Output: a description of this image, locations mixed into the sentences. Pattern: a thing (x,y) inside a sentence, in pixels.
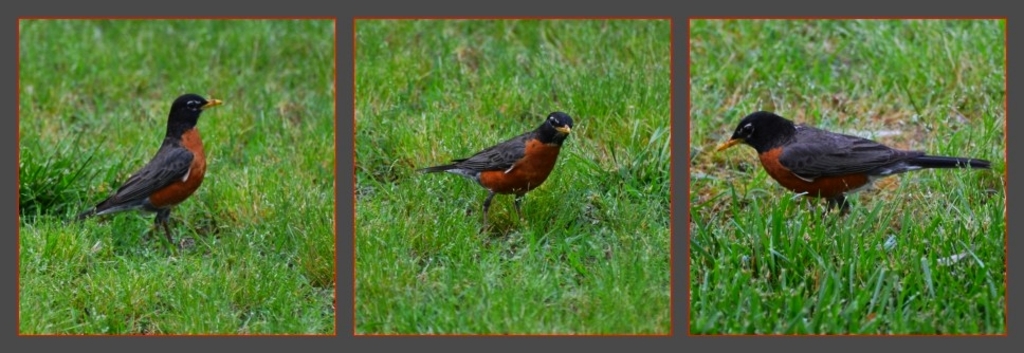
In this image I can see collage photos of grass (325,226) and of a bird (798,152). I can see colour of this bird (766,154) is black and brown.
